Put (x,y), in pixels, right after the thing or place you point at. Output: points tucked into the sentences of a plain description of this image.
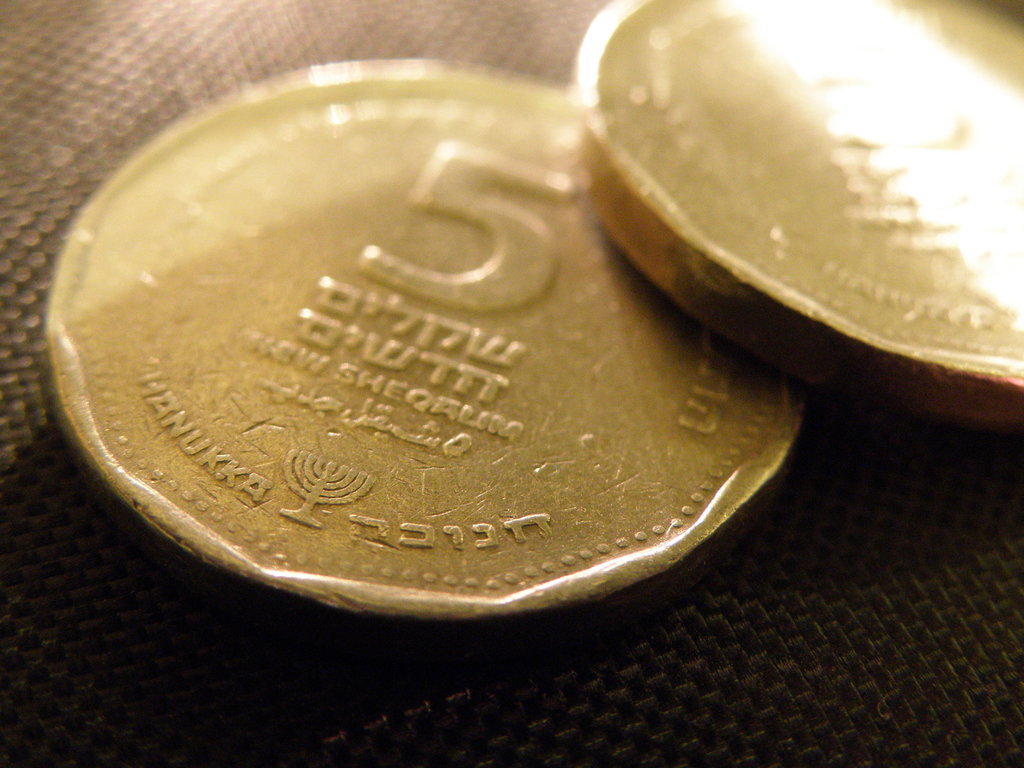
There are two coins (555,281) in the image, one coin (491,324) has a value of five.
